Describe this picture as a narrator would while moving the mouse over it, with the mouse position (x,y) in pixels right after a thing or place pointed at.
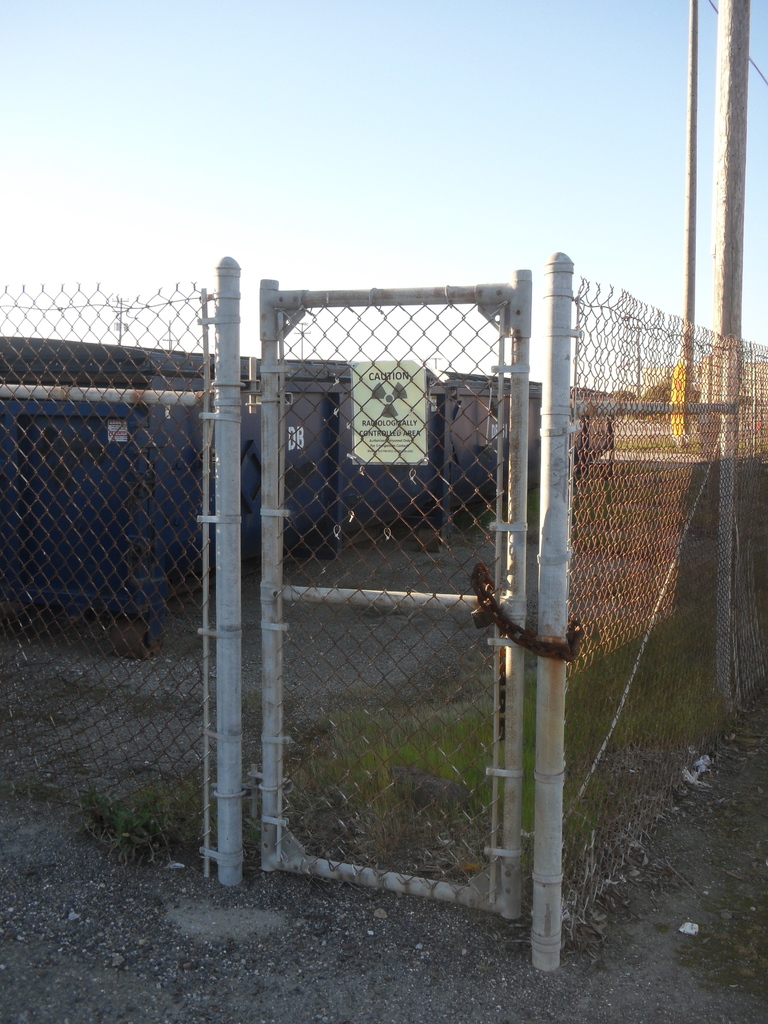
In this picture I can see fence (546,560) and a door (385,581). In the background (287,415) I can see building (283,427), poles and sky (427,150).
